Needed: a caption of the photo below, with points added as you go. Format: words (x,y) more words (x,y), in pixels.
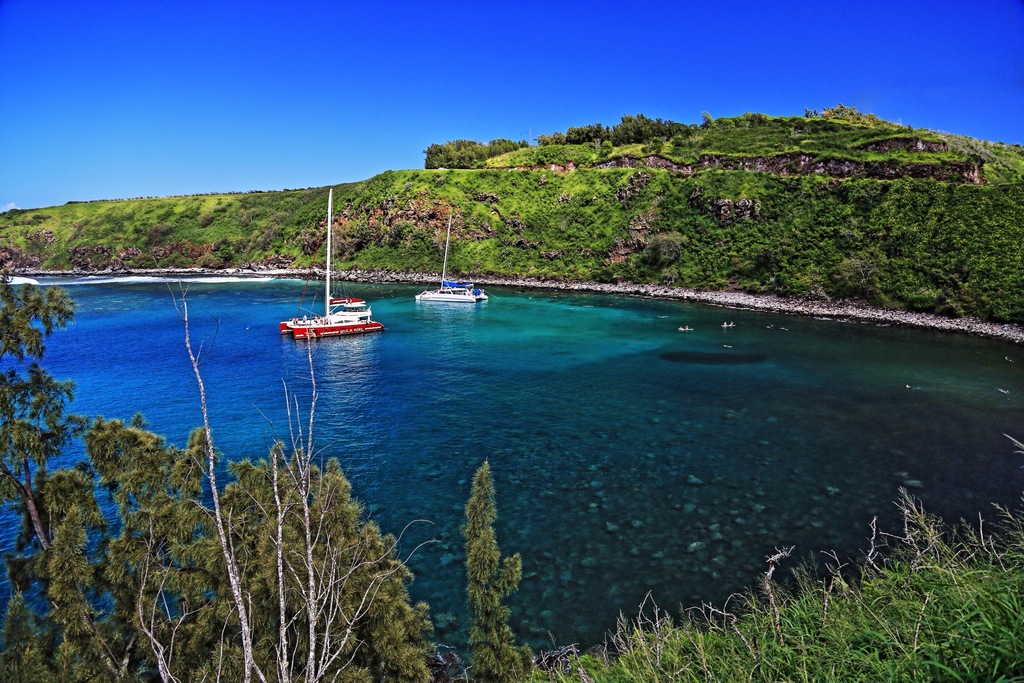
In this picture we can see couple of boats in the water (444,386), in the background (888,296) we can find few trees (850,246).
